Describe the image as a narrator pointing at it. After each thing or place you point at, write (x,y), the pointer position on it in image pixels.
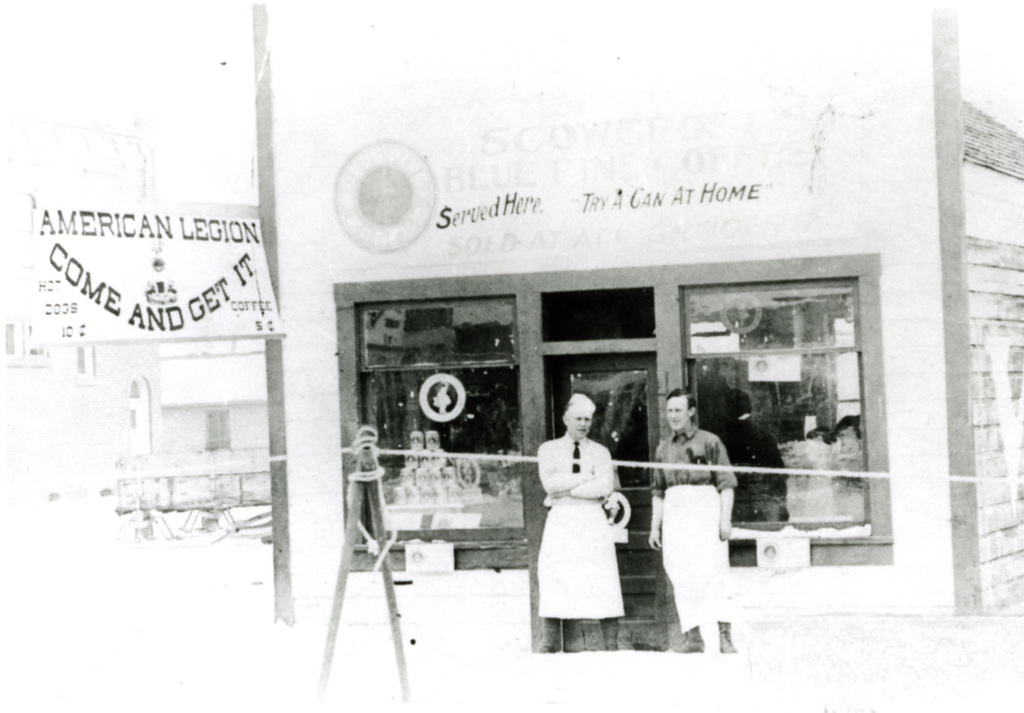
In this picture there are two persons (706,578) standing. At the back (1009,539) there is a building (653,174) and there is a text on the building (598,369). There are objects (413,477) behind the mirror (403,487). On the left side of the image (227,273) there is a banner (235,218) and there is a text (222,227) on the banner (215,239). In the foreground (379,612) and there are poles (382,566) and there is a rope (357,447).
